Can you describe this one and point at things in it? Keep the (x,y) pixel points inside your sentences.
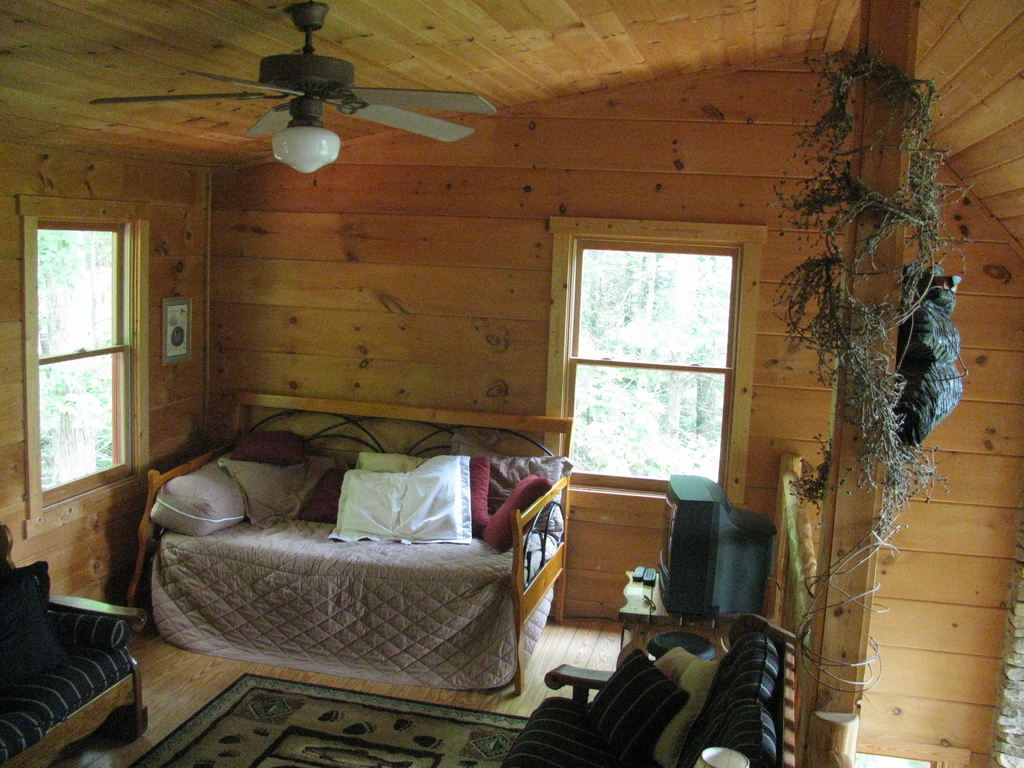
I think this picture was taken in the wooden house (476,203). These are the windows (692,337) This looks like a divan (285,526) with the cushions (438,521) on it. I think these are the couches (94,692). This is the carpet (432,715) on the floor (567,661). I can see a television (689,563) and the remotes (641,576) placed on the wooden table (657,613). This is the ceiling fan (355,103) with the lamp (298,155) is attached to the roof (480,22). This looks like a creeper (835,159), which is around the wooden pillar (891,118).
